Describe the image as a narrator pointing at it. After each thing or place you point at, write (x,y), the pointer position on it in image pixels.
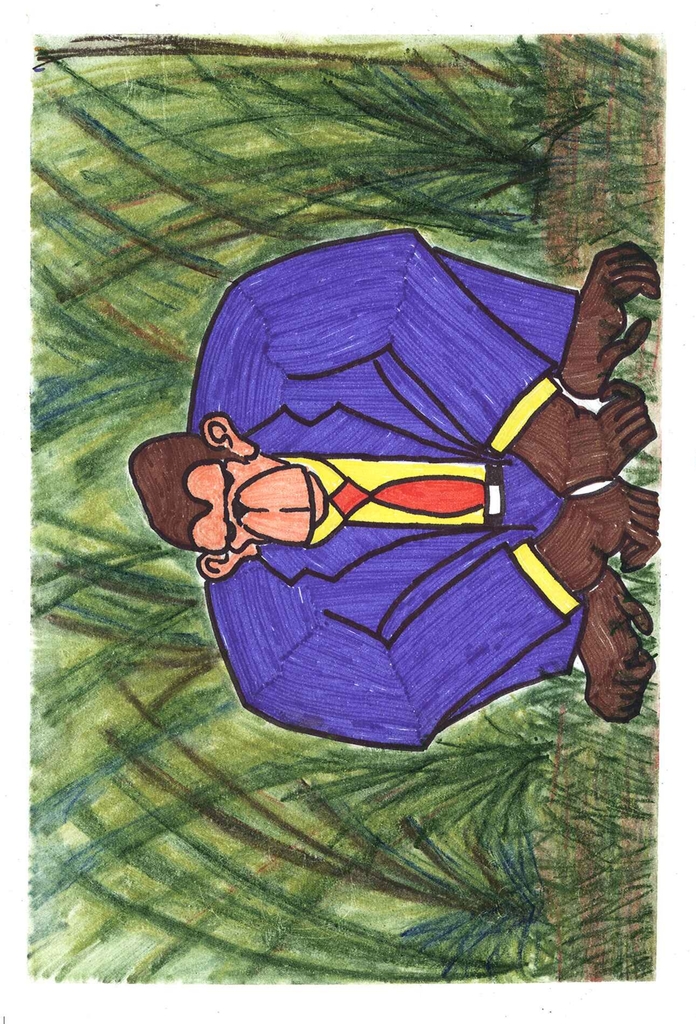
This is a drawing in this image in the center (307,497) there is one monkey (299,495), and in the background (251,779) there are some plants (445,137).
